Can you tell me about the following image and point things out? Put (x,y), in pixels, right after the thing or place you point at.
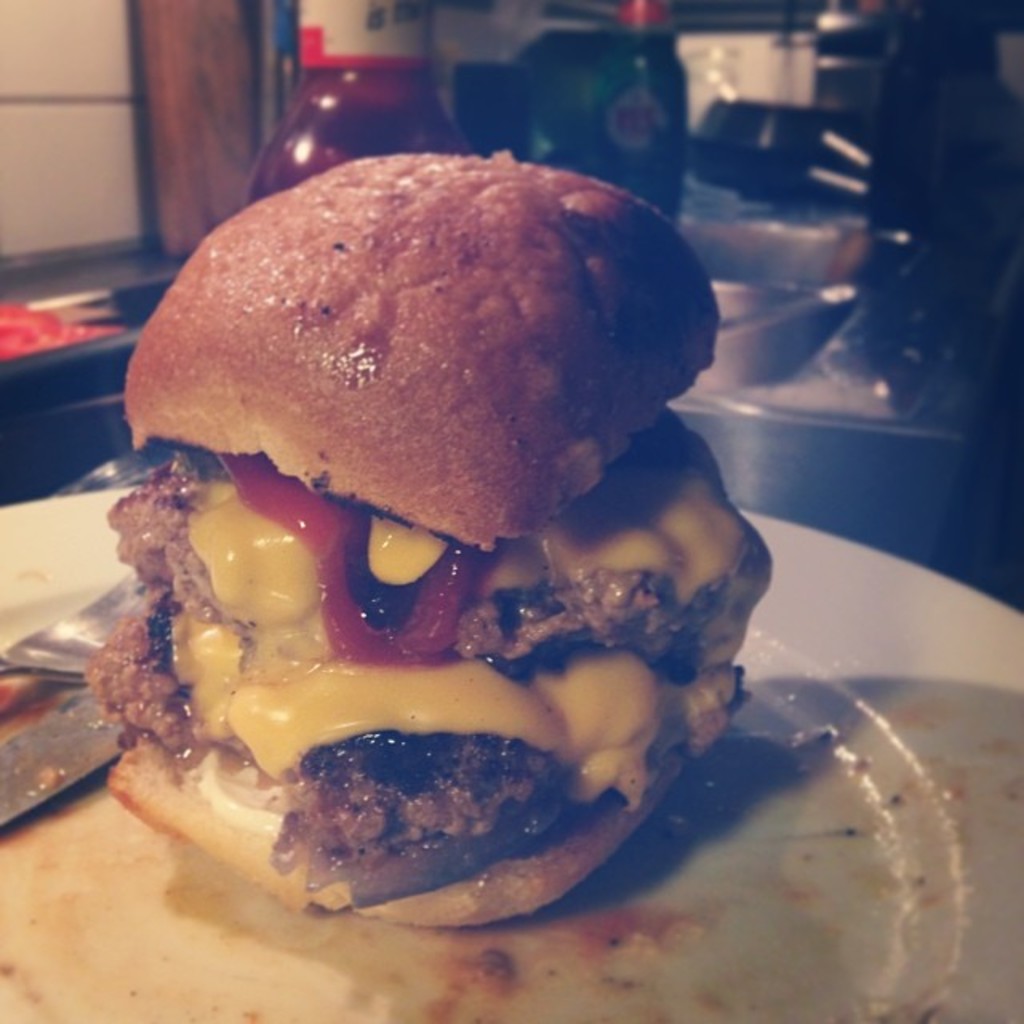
In the image, there is a burger (380,575) served on a plate (187,899) and behind the burger (461,170) there are some cooking utensils (747,167).
